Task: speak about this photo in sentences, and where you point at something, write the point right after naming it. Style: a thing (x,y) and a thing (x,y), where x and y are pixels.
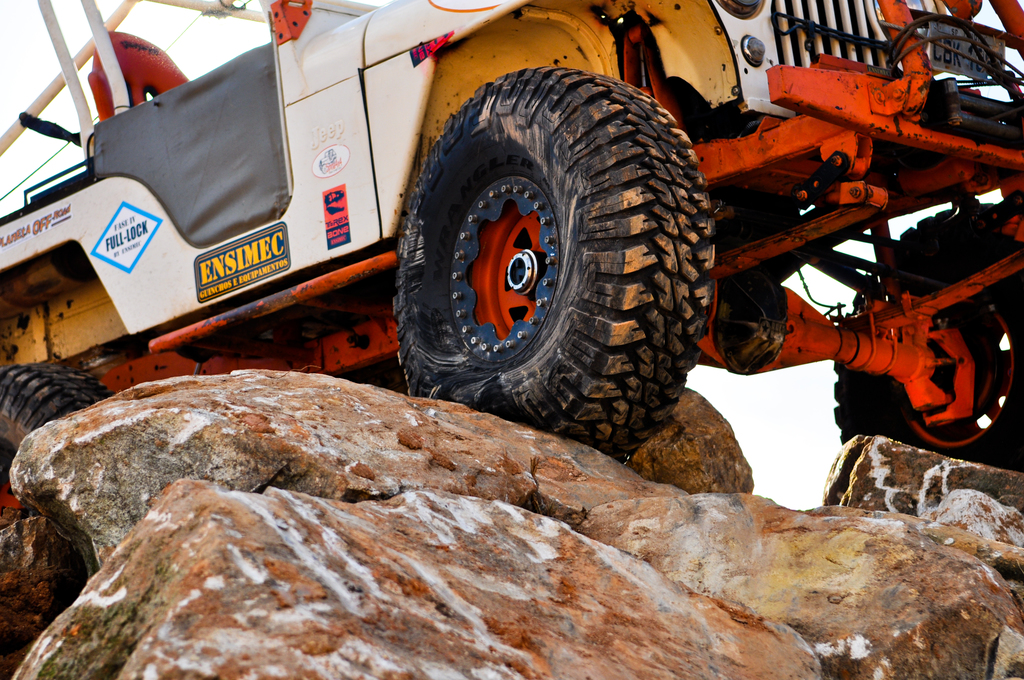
There is a vehicle (357,112) kept on the rocks (67,424), it is an open top vehicle (59,74).
